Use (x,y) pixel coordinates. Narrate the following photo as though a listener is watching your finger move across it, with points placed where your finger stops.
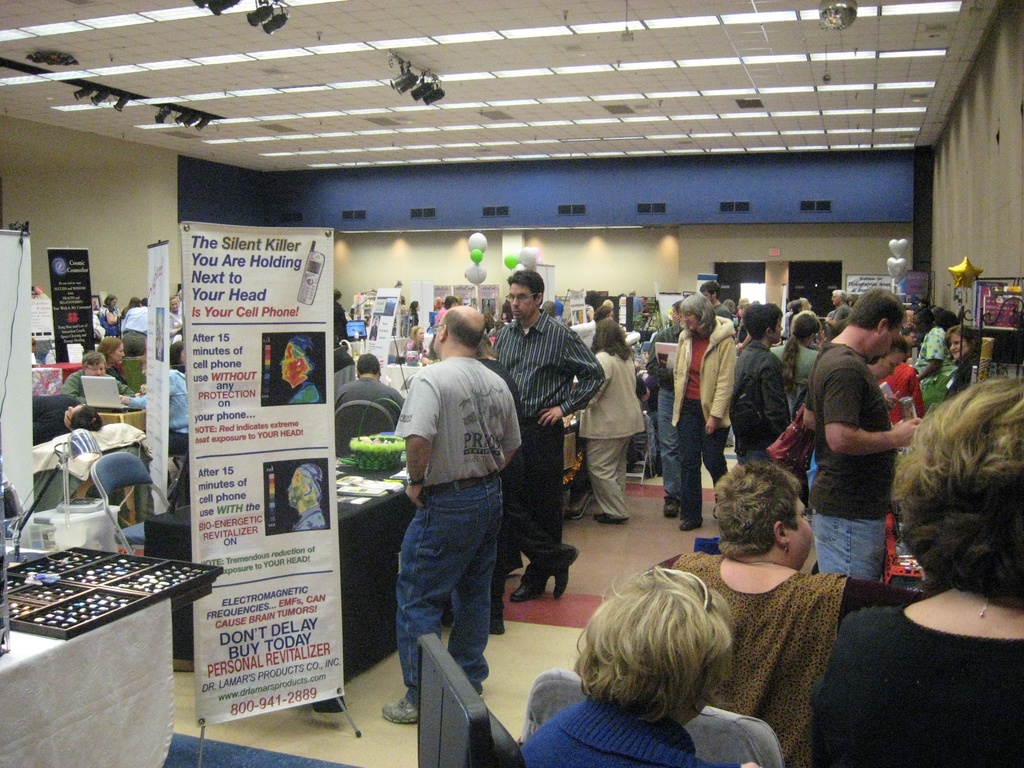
In this image there are group of persons (727,432) standing and sitting. In the center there is a board (238,371) with some text (239,347) and numbers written on it and there are tables (349,474) and there is an empty chair (117,480) which is blue in colour and in the background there are persons (445,311) standing and sitting and there are boards (84,314) with some text (78,292) written on it and on the top (263,92) there are lights (398,83) and there are objects (895,263) which are white, golden and green in colour.
